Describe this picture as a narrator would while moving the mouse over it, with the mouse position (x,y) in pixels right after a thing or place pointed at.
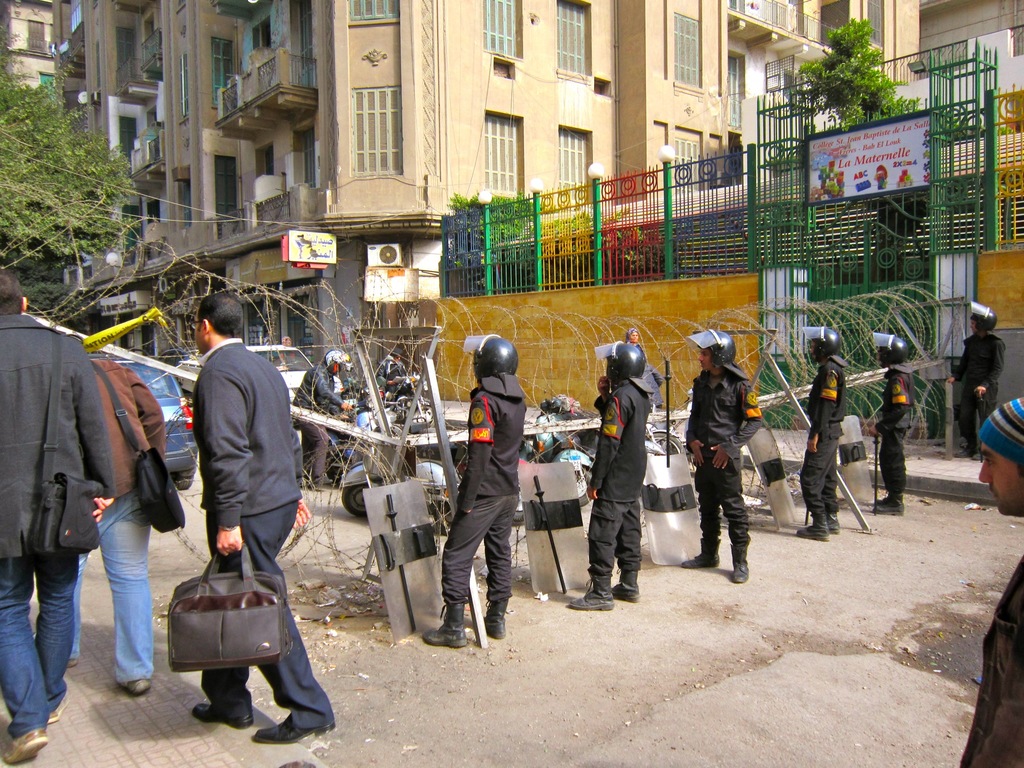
In this picture there are people (643,423), among them few people (638,436) wore helmets (481,341) and we can see wire fence (367,531), shields (385,586), batons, railing (671,198), boards (859,181) and trees (845,78). In the background of the image (485,184) we can see buildings (356,224).
